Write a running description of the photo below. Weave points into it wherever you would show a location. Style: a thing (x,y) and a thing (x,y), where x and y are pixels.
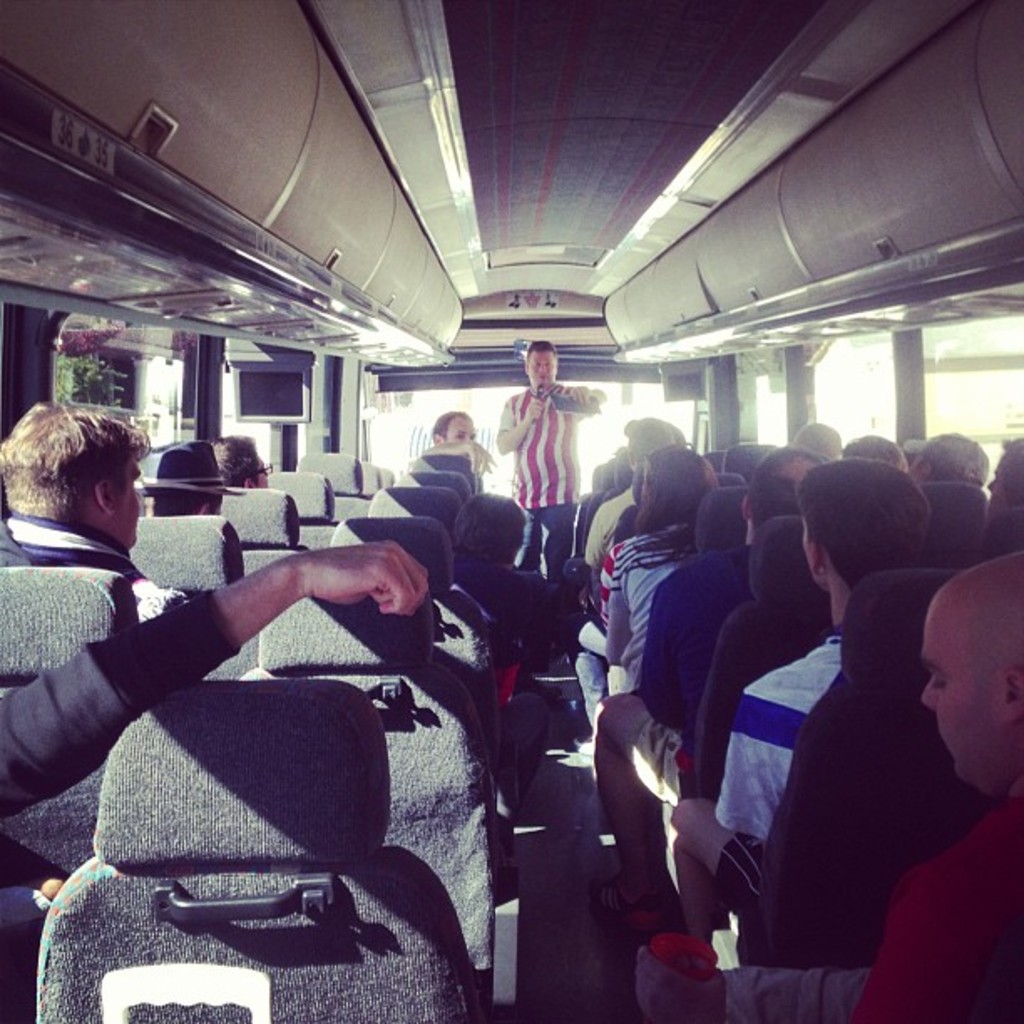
In this image I can see the interior (543,795) of the vehicle (549,666) and I can see number of persons (645,667) are sitting in chairs (447,587) which are black in color and in the background (526,462) I can see a person (535,476) wearing red and white colored dress (553,451) is standing and holding a microphone (541,398). I can see few windows (141,406) through which I can see few trees (117,388) and a building (171,385).
